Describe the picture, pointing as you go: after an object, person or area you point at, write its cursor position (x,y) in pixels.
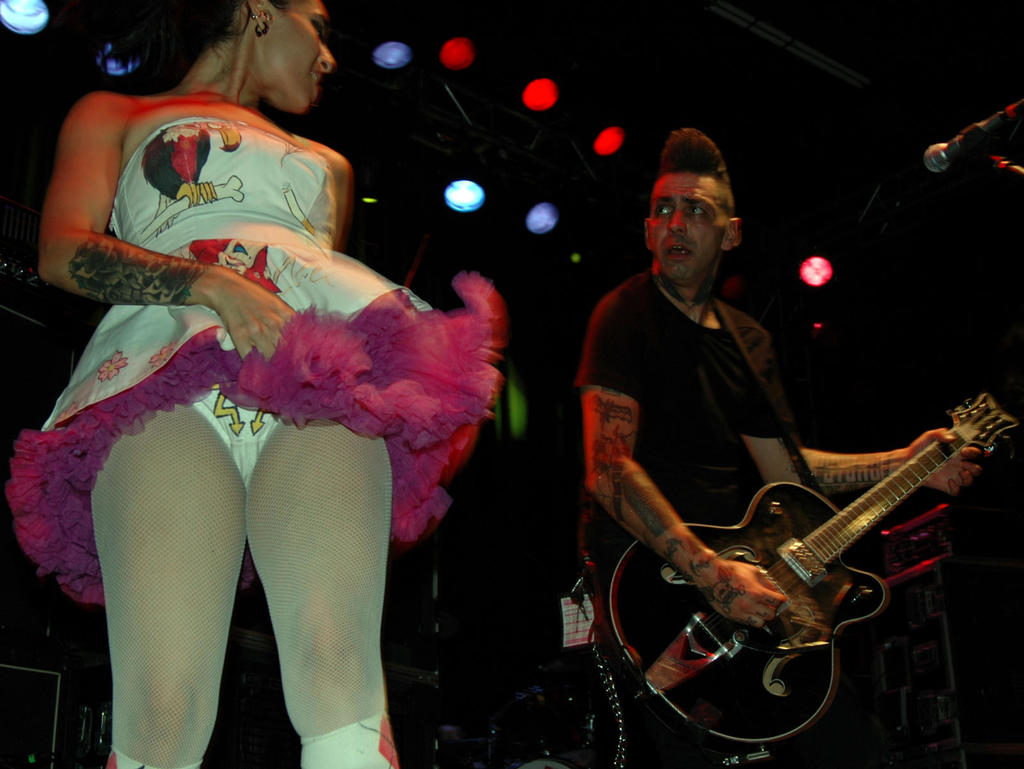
It looks like a music show there are two people (470,299), one man (656,391) and a woman (345,274) the woman (337,248) is wearing white and pink dress (324,238) the man (648,484) is wearing black color shirt (685,367) he is holding a guitar (1001,427) and looking at the woman (481,285) there is a mike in front of the man (671,362) in the background (582,127) there are lights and the other music instruments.
